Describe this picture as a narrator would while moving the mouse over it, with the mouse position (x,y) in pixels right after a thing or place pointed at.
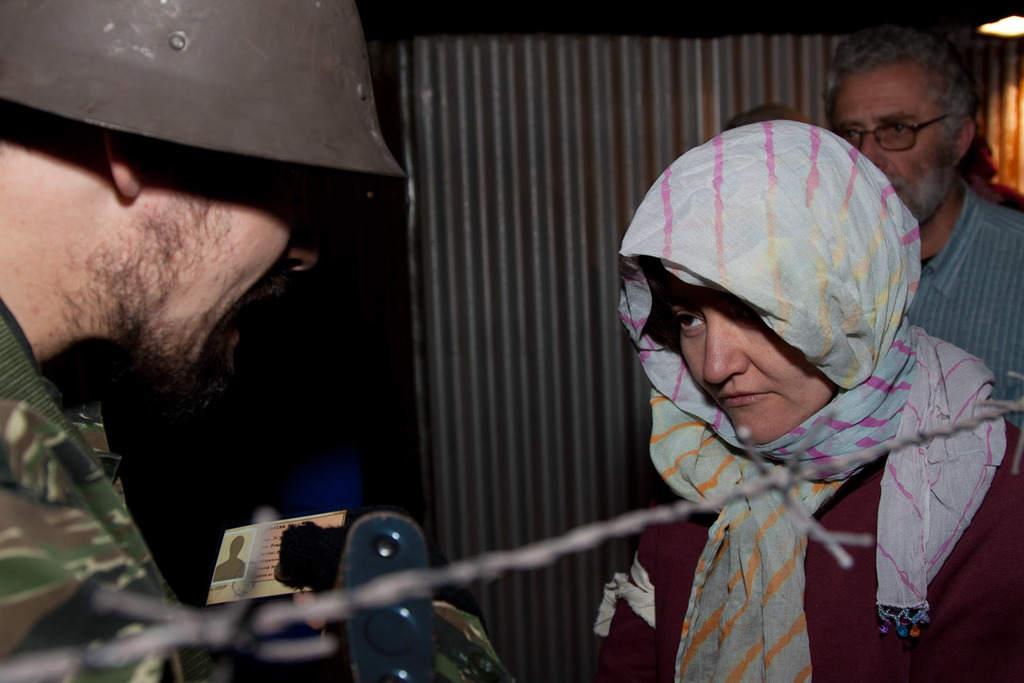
In this image I see 2 men (21,130) and a woman (756,364) and I see that this man (232,364) is wearing a helmet (204,110) and I see the fencing wire (689,508) over here and in the background (1011,34) I see the light (1017,17) over here.
